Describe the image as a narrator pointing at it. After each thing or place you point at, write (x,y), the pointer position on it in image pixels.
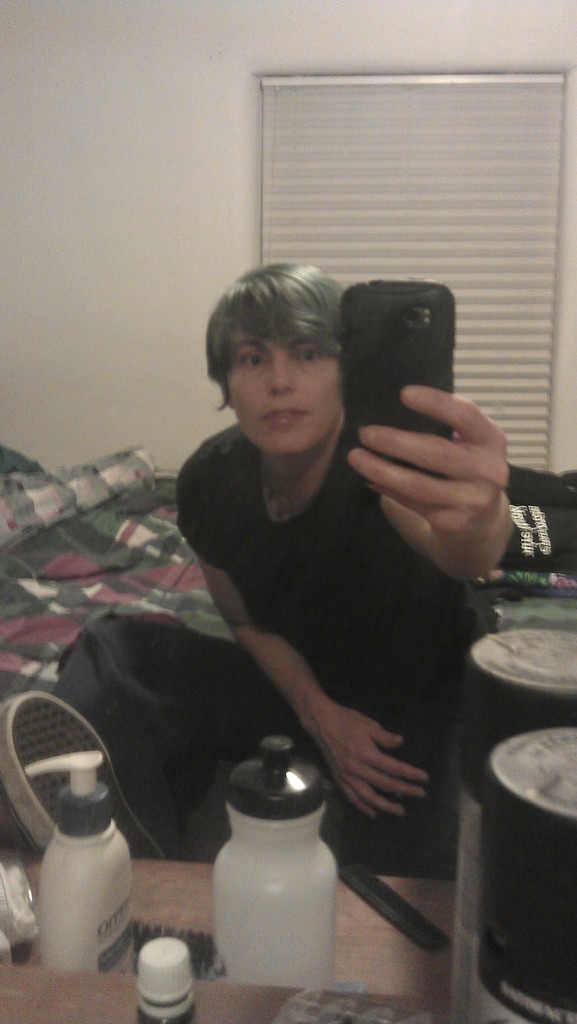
In this picture there is a man (373,672) sitting and holding a mobile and we can see bottles (123,847), comb (376,874) and objects (93,785). In the background of the image (102,481) we can see cloth (0,455), wall (167,240) and window blind (319,179).
